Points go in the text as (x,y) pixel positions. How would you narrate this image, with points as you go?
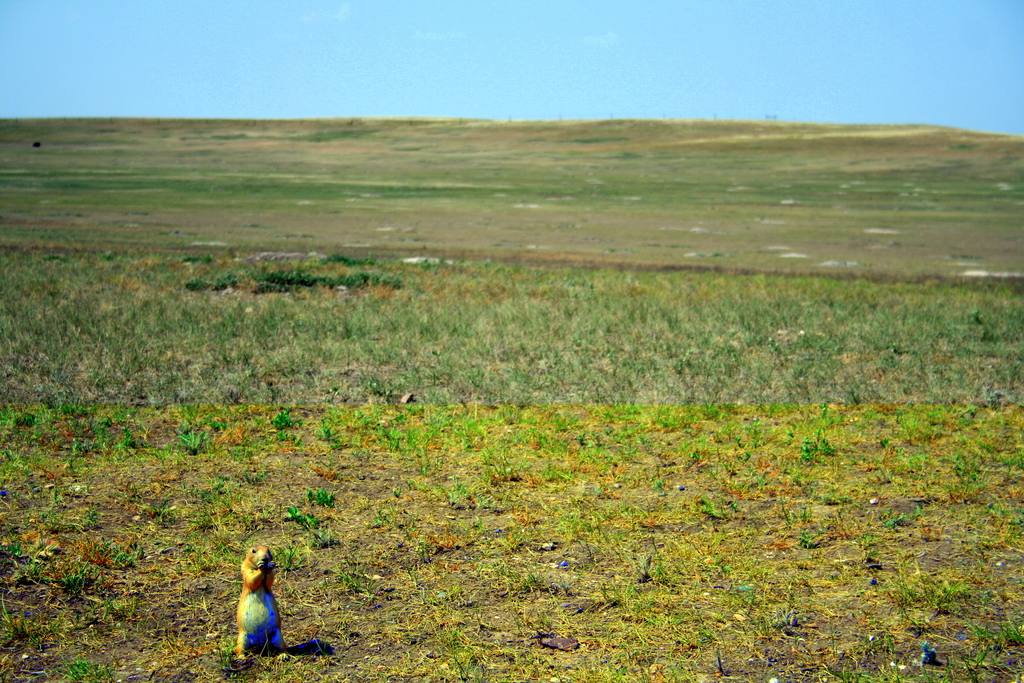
In this image I can see a squirrel (258,600) in brown and blue color. Background (345,87) I can see grass (339,504) in green color and sky (589,90) in blue color.
